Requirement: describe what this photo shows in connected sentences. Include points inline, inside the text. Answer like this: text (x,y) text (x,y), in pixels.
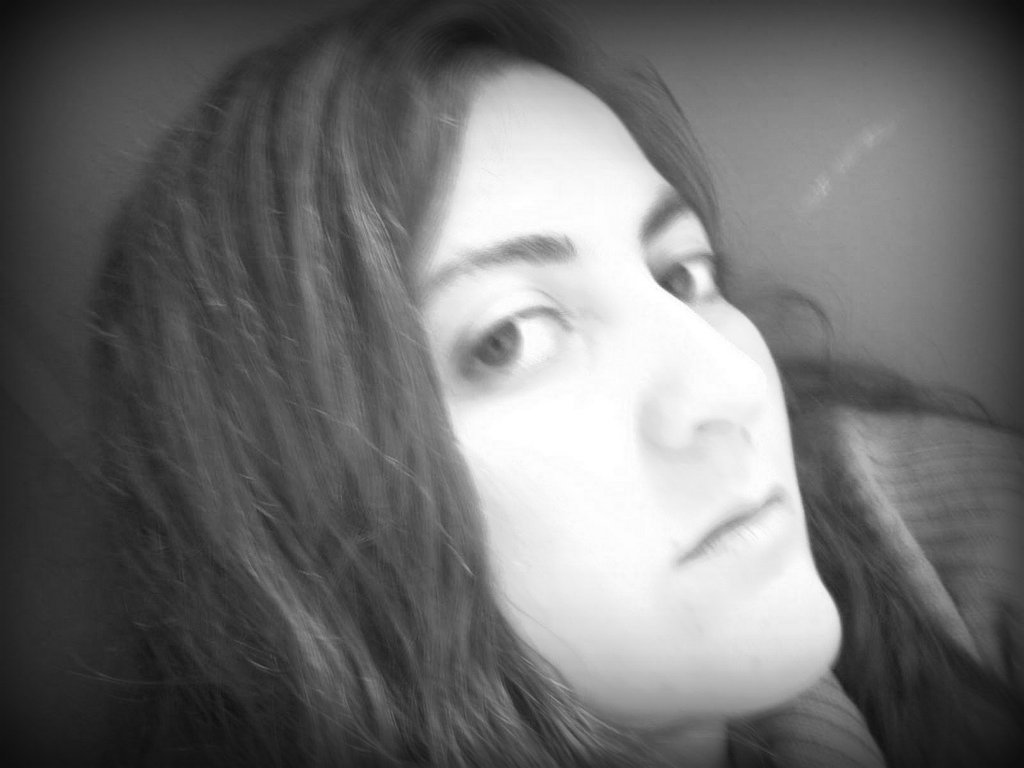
In this picture we can see a woman's face (748,519), this is a black and white picture.
